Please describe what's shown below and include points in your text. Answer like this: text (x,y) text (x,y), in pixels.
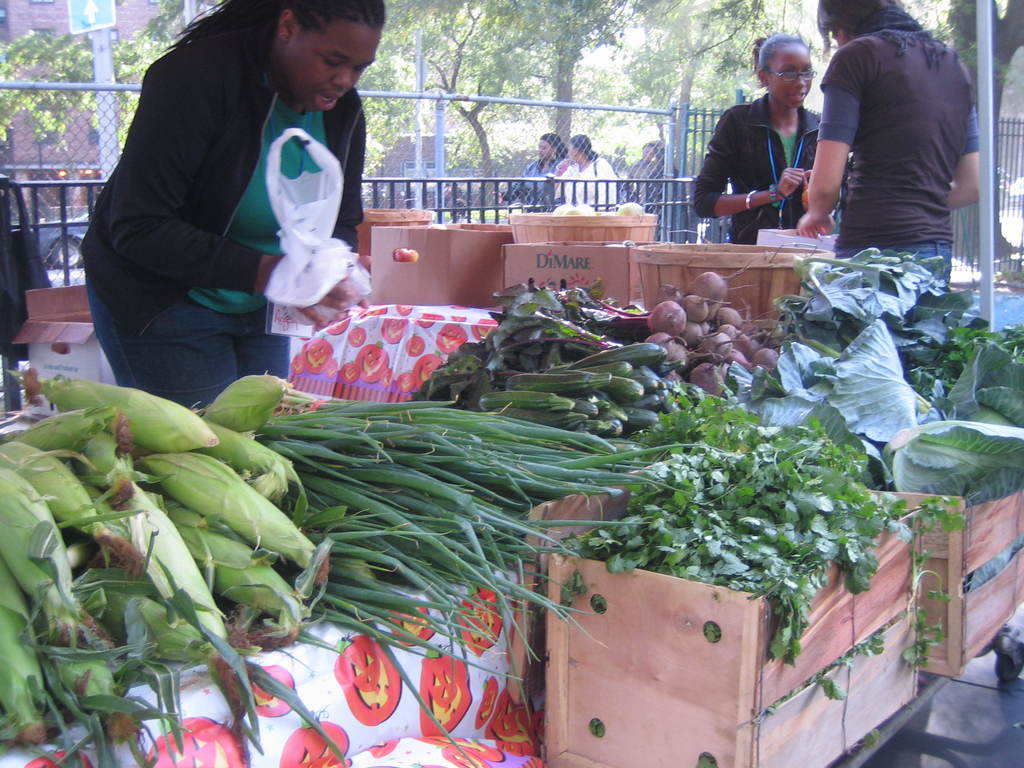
In this image, we can see vegetables (564,547), cloth (392,696), wooden boxes (998,538), carton boxes (608,286) and few things (750,276). Top of the image (782,206), we can see few people (951,155). Here a person (244,81) is holding a cover (316,260). Background (88,53) we can see railing (602,180), mesh (3,137), trees (966,13), poles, building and sign board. On the left side of the image (72,253), we can see a vehicle (65,242).
